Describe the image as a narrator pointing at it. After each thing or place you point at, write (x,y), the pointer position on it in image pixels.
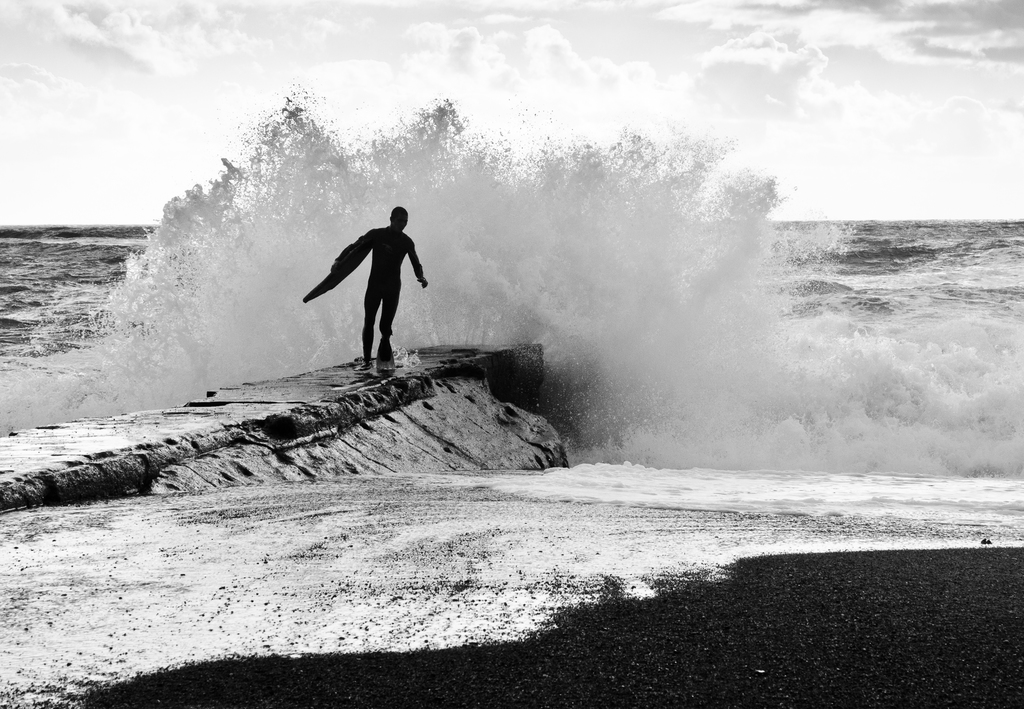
The person (388,274) is holding an object (362,257) and there is a ocean (461,195) behind him.
